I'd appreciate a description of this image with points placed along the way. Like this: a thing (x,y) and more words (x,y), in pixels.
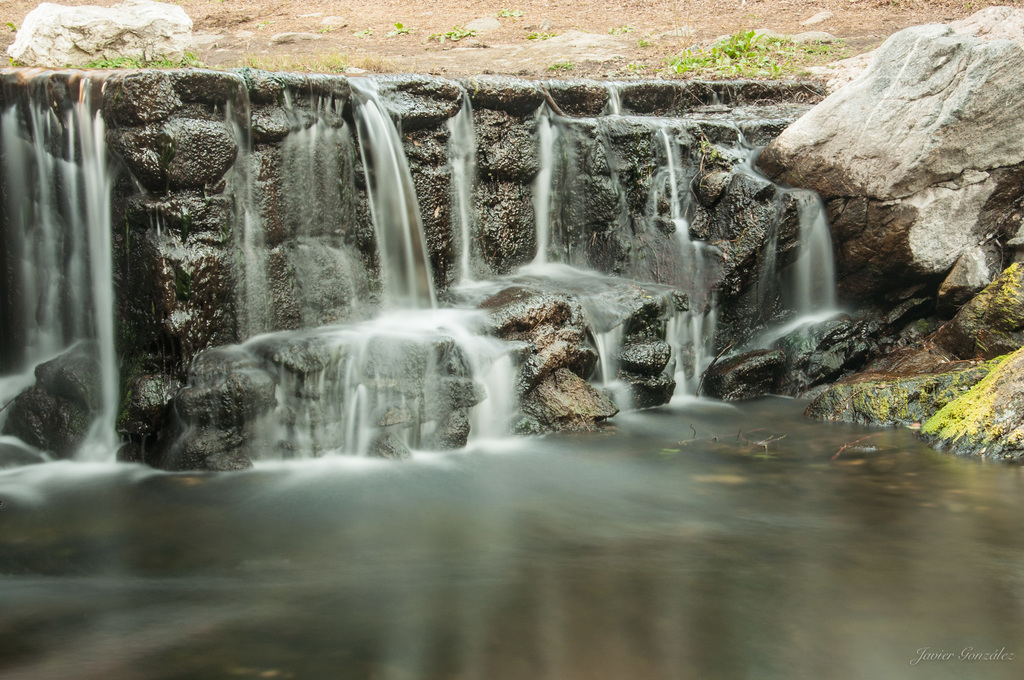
In this picture we can observe water (625,562). There is a small waterfall (43,274). We can observe stones (62,58). There are some plants (685,58). In the background (518,51) there is an open ground (431,40).
